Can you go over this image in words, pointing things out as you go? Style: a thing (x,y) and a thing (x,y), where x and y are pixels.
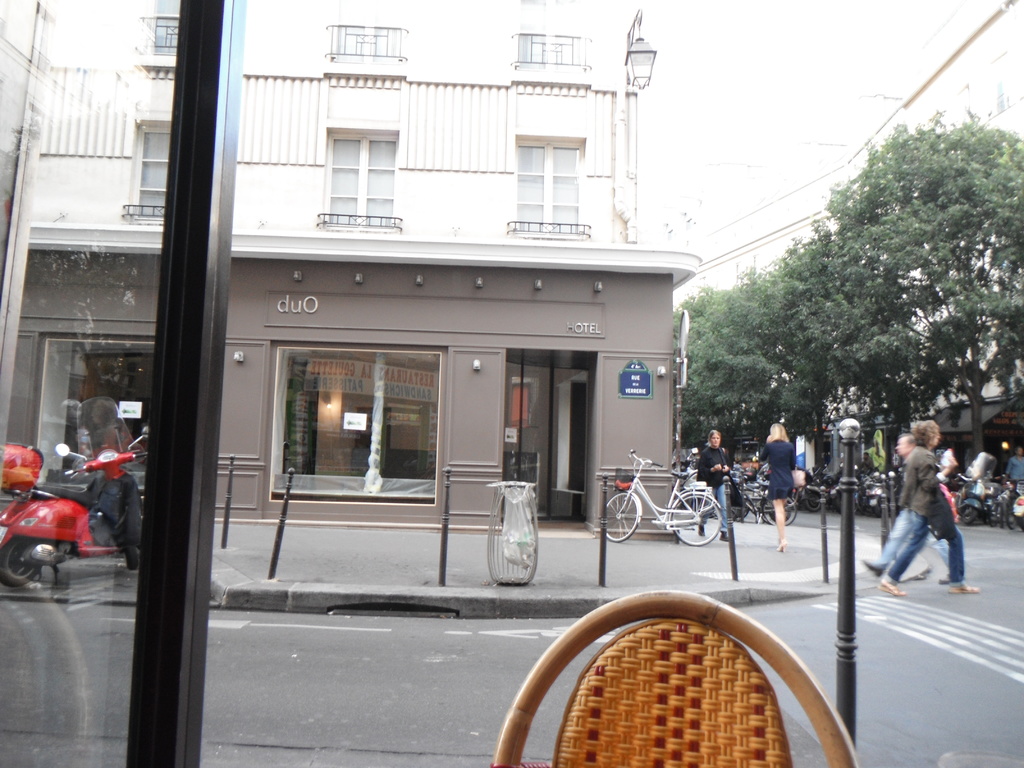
In this image in the center (629,349) there are some buildings (443,183) and some vehicles (838,480), and cycles (744,508) and some persons (929,507) are walking and also there are some poles (824,534). On the right side (868,307) there are some trees (857,221) and buildings (983,86), at the bottom (656,660) there is a chair (604,677) and on the left side (84,578) there is a window (93,195).
